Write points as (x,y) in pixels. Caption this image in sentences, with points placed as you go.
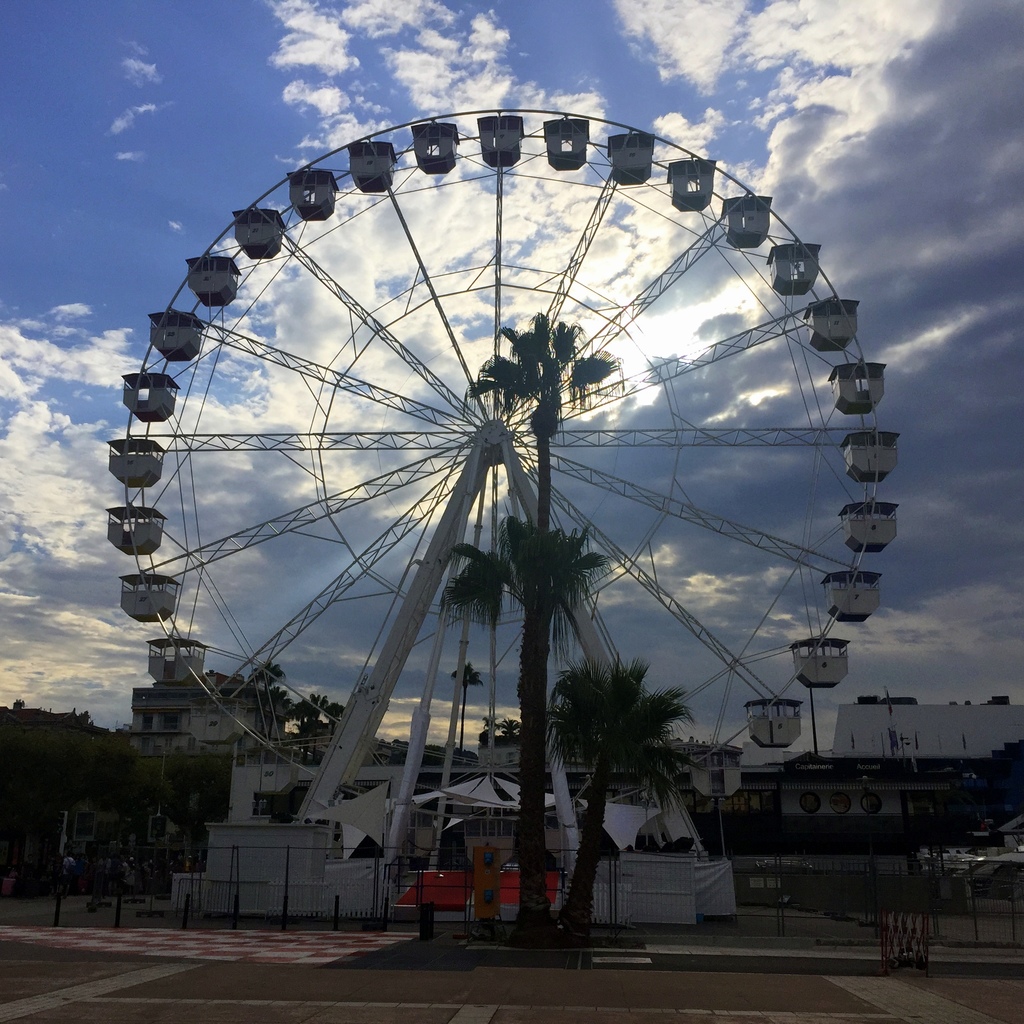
In this picture there is a giant wheel (585,432) and there are few trees (592,728), buildings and few people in the background (427,773).
